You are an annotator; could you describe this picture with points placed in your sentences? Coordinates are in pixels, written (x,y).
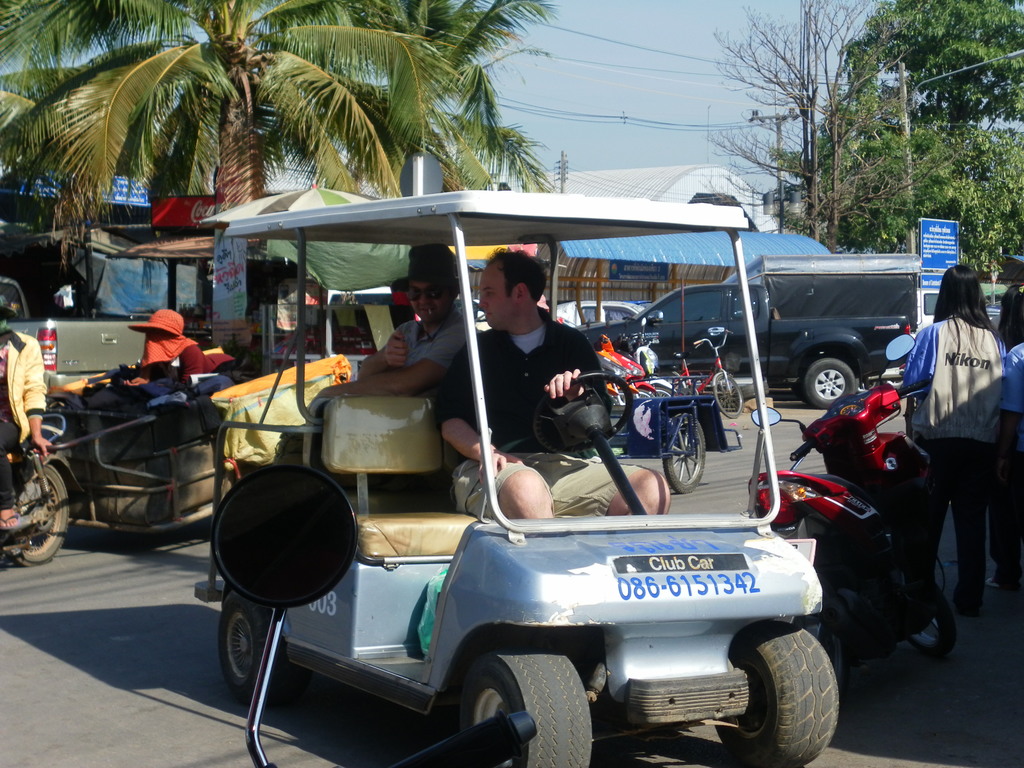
In this picture I can see few houses (707,250), trees (477,185) and few vehicles (112,344) on the road (774,437) and I can see clear sky (696,26) and couple of them standing and I can see a motorcycle (869,510) and a golf cart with some text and I can see couple of poles (804,123).
